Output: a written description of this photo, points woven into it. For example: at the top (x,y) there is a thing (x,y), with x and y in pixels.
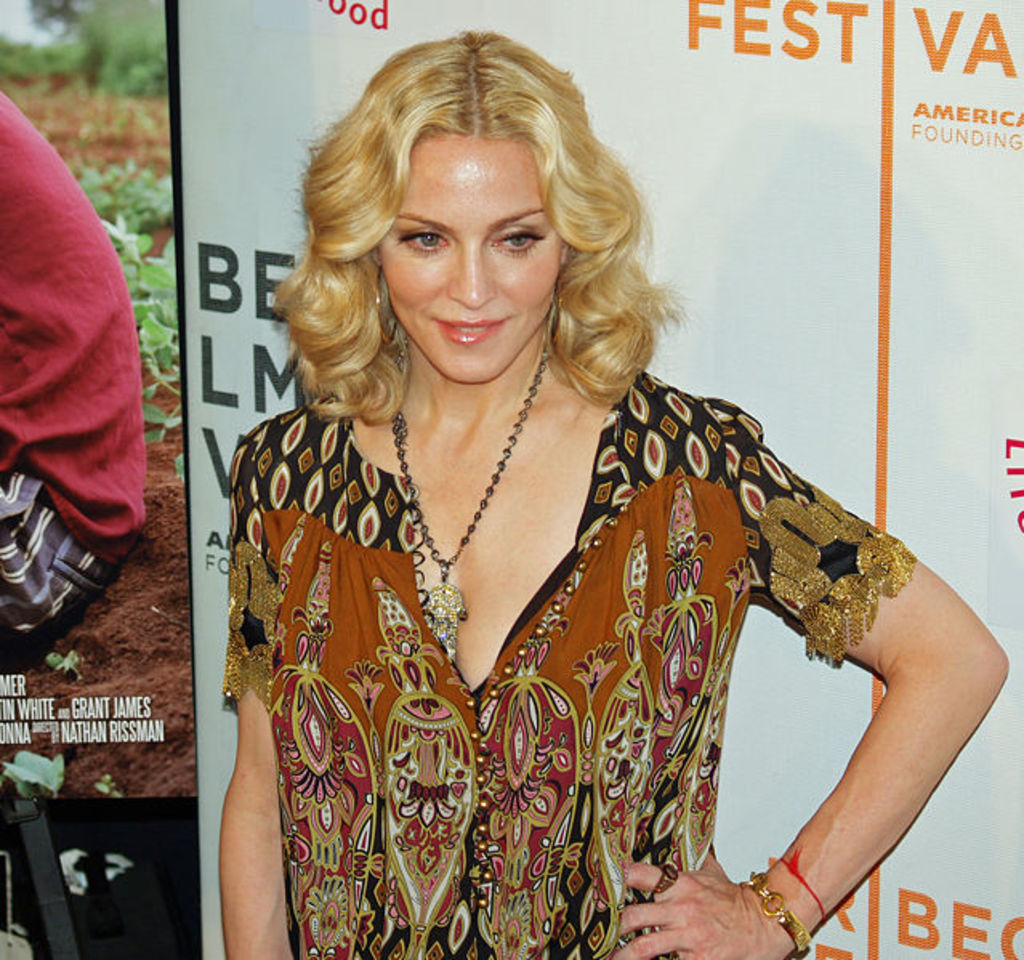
In this image there is a women (486,630) standing, in the background (24,268) there are posters (859,190), on that posters (229,479) there is some text (960,120).
